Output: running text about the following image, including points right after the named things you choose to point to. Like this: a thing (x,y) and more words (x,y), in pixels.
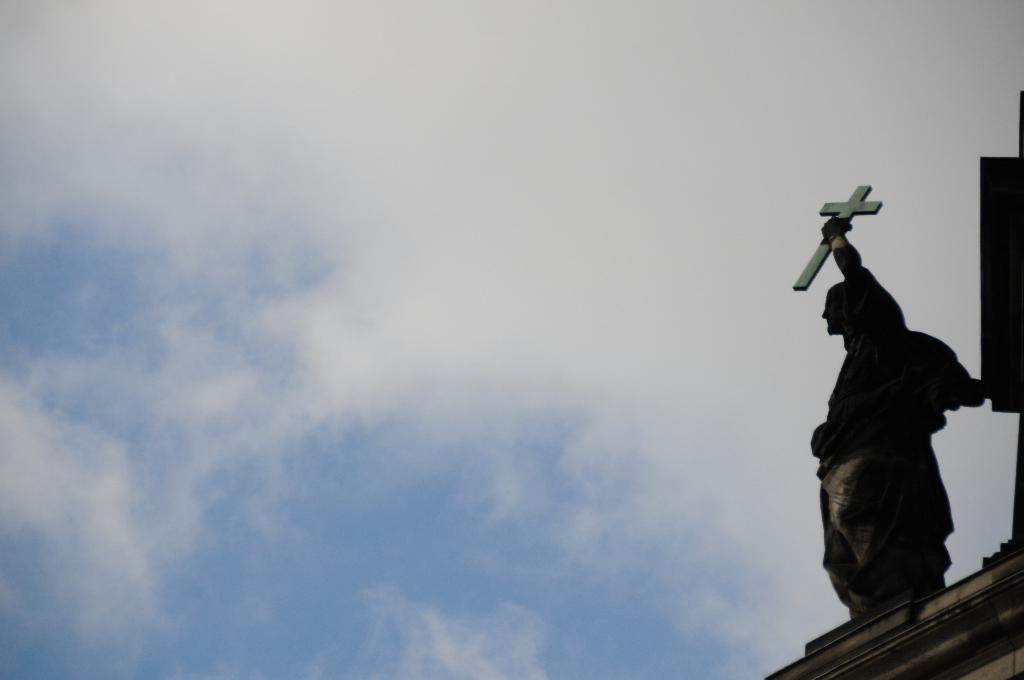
In this image I can see a statue (860,461) of a man (855,424). In the background (409,319) I can see the sky (359,311).
